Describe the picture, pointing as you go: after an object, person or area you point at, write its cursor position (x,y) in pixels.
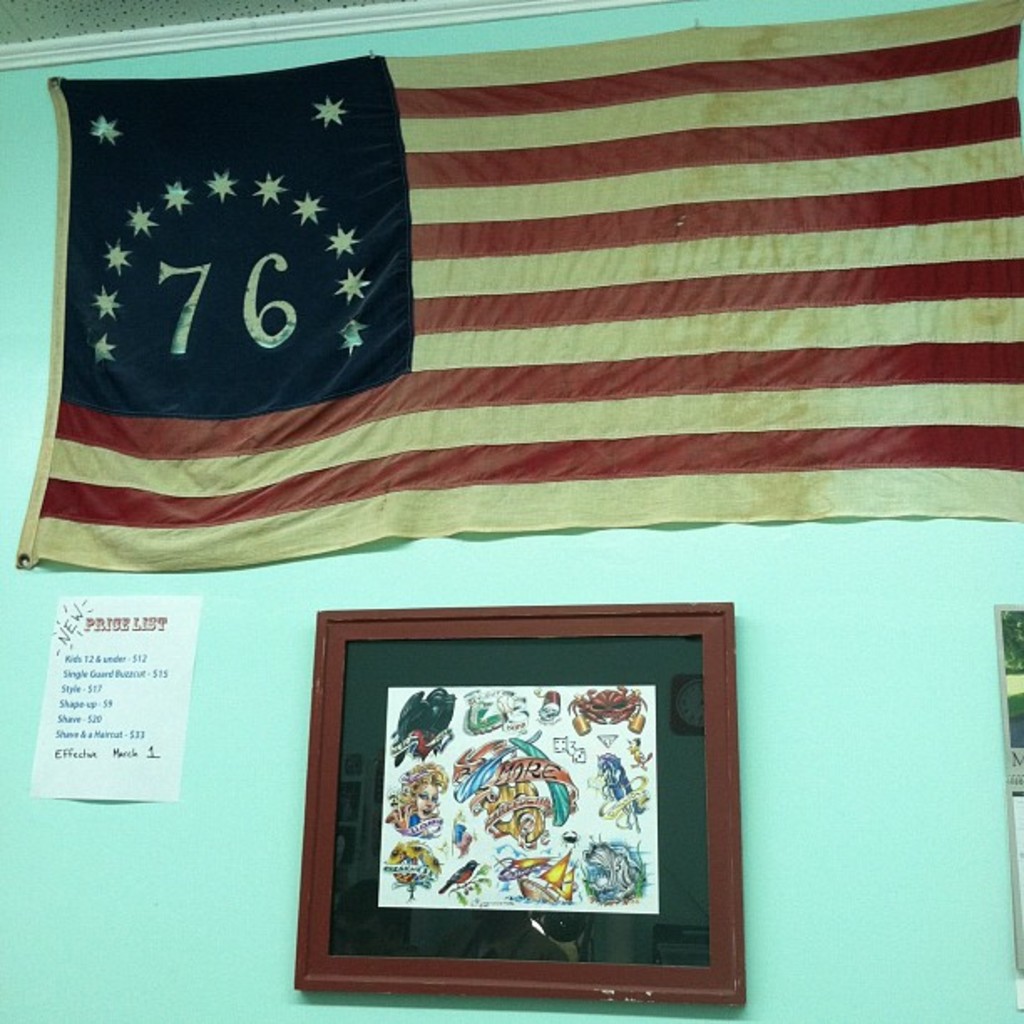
In this picture we can see a flag (284,219), poster (142,642) and a frame (734,851) on the wall (845,606).
